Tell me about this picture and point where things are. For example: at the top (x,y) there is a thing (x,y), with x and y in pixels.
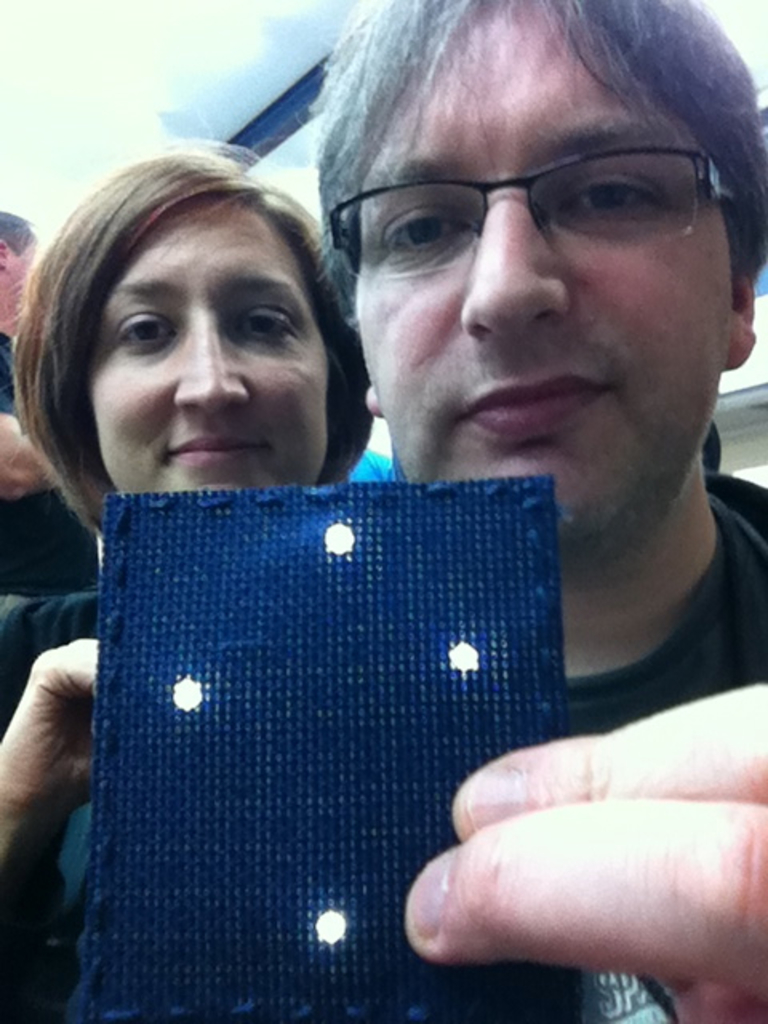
There are two persons (336,464) holding a blue color object (352,641) as we can see in the middle of this image (397,482). There is one person (24,473) standing on the left side of this image (24,473).
